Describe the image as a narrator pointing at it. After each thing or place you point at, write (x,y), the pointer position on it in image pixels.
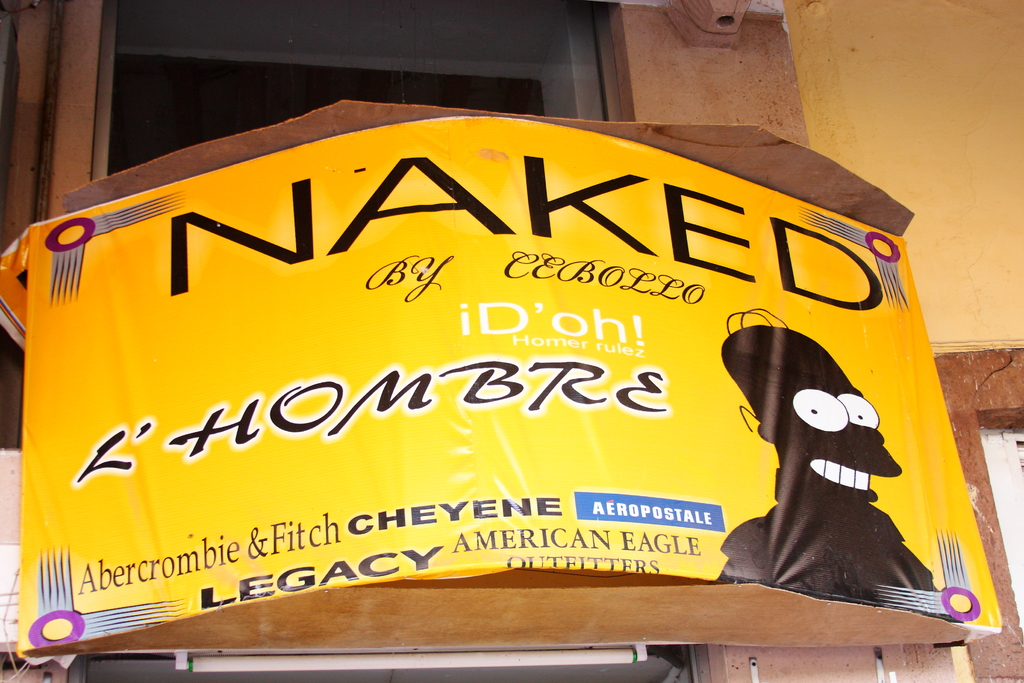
In this image there is a sign (609,482) which is in the center (479,430) and some text (496,368) is written on it. On the top (276,87) there is a window (472,88) and on the right side (906,179) there is a wall (989,167).
